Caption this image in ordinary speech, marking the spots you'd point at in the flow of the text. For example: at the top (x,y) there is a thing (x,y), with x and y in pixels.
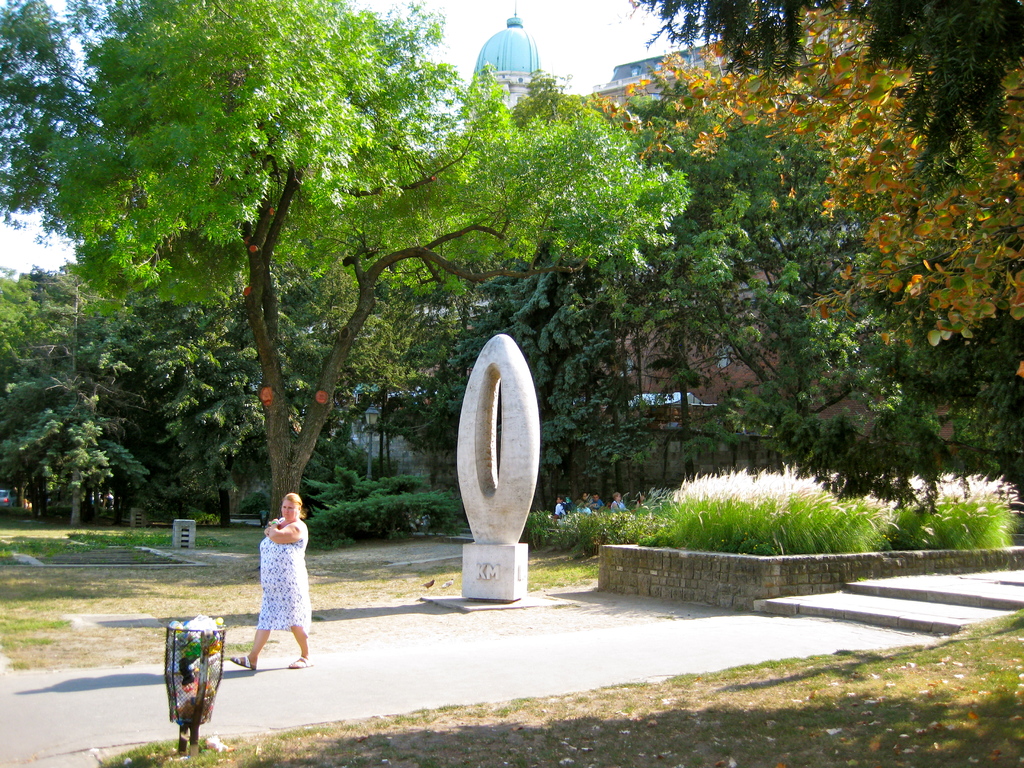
In this picture, we see a woman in the white dress (286,604) is walking on the road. Beside her, we see a garbage bin (202,716). At the bottom (661,732), we see the grass (797,701) and the road (565,649). In the middle (506,344), we see a statue (510,444). On the right side (854,593), we see the staircase (894,610) and the shrubs (816,550). Beside that, we see the people (568,505) are standing. There are trees (192,383) and the buildings (716,75) in the background (642,141). At the top (585,53), we see the sky (584,28).
